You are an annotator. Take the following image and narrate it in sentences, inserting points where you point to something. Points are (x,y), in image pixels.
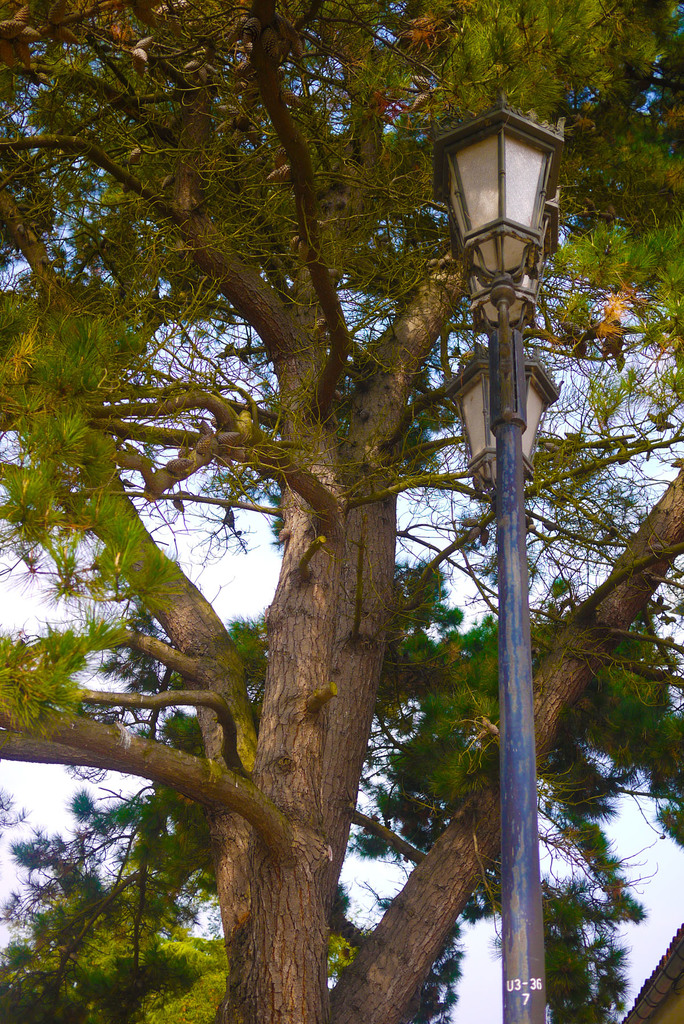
In this image we can see tree (253,859), lantern lamps (518,257) with pole (514,922) and sky (251,573).
